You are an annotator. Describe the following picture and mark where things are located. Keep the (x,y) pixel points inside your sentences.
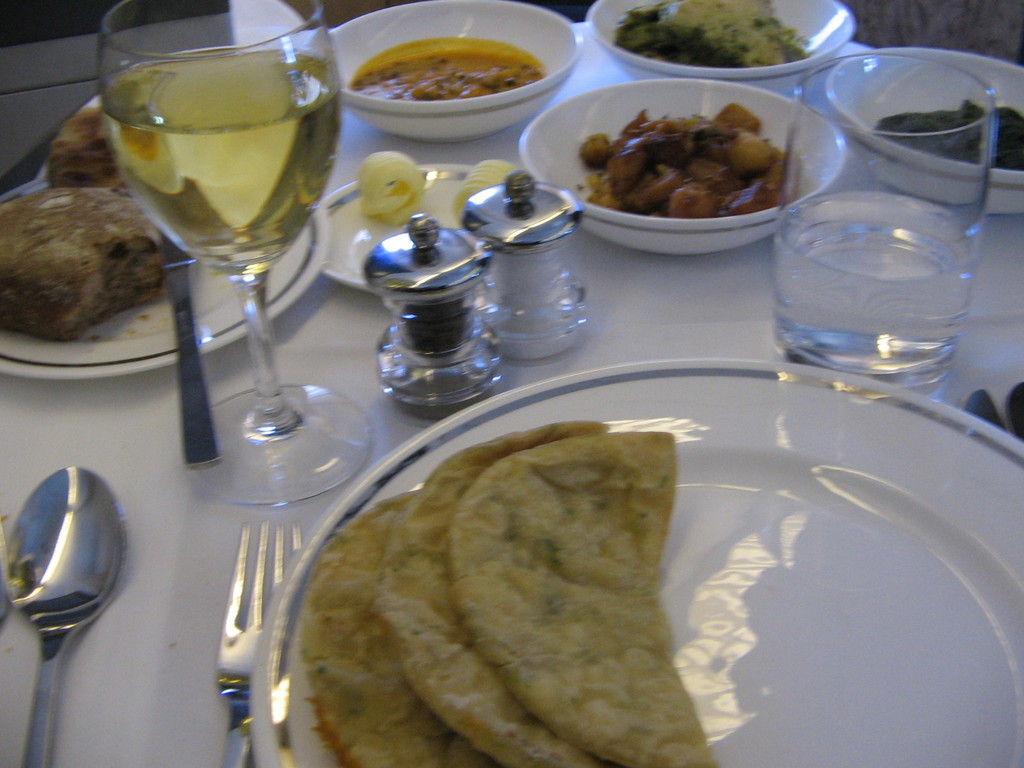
In this picture we can see plates (608,377), bowls (645,91), glasses (892,127), spoons (31,608) and fork (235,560) with food (74,276).
